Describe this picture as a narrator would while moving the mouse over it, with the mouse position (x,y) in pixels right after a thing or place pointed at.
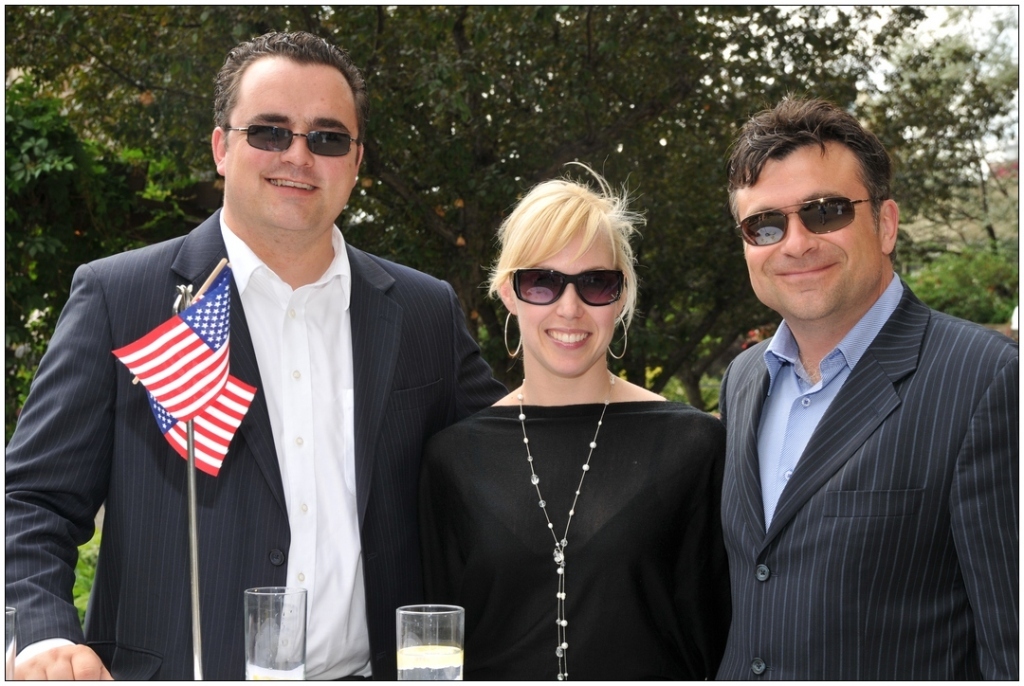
In this image we can see few people (627,428). There are few flag (207,393) at the left side of the image (218,398). There are two drink glasses (417,663) at the bottom of the image (431,649). There are many trees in the image. There is a plants (86,574) in the image.
